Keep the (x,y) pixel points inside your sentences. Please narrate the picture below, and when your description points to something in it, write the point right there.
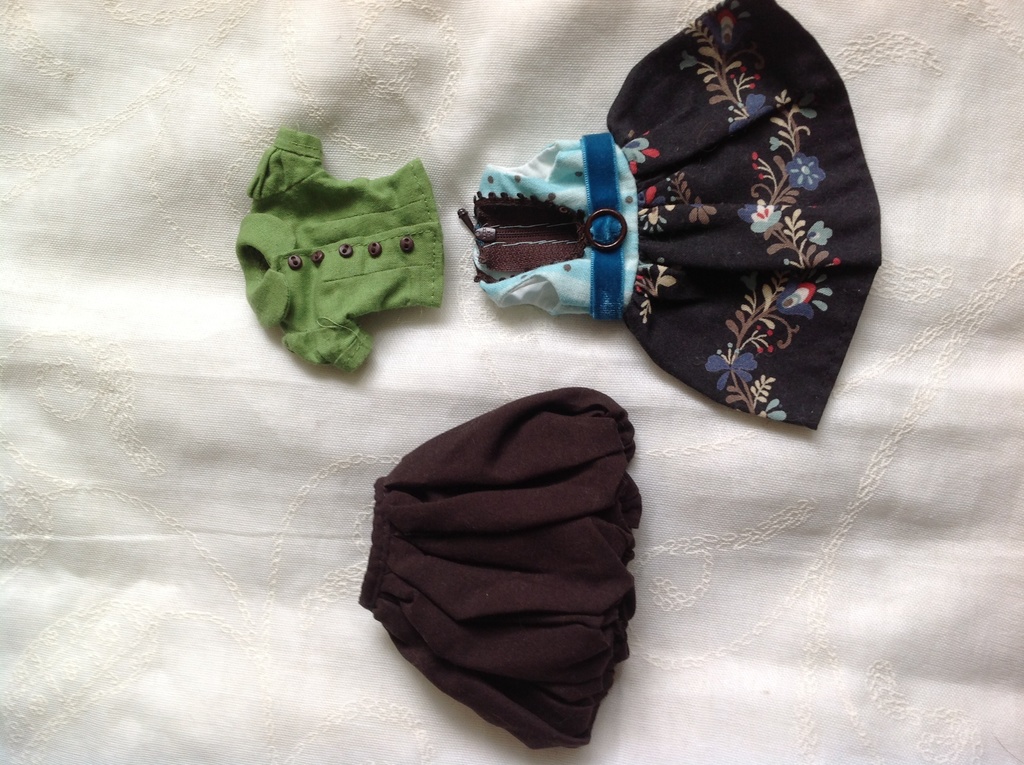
In this image a frock (602,271), a shirt (401,281) and a garment (479,581) are placed on a white color cloth (285,490).
